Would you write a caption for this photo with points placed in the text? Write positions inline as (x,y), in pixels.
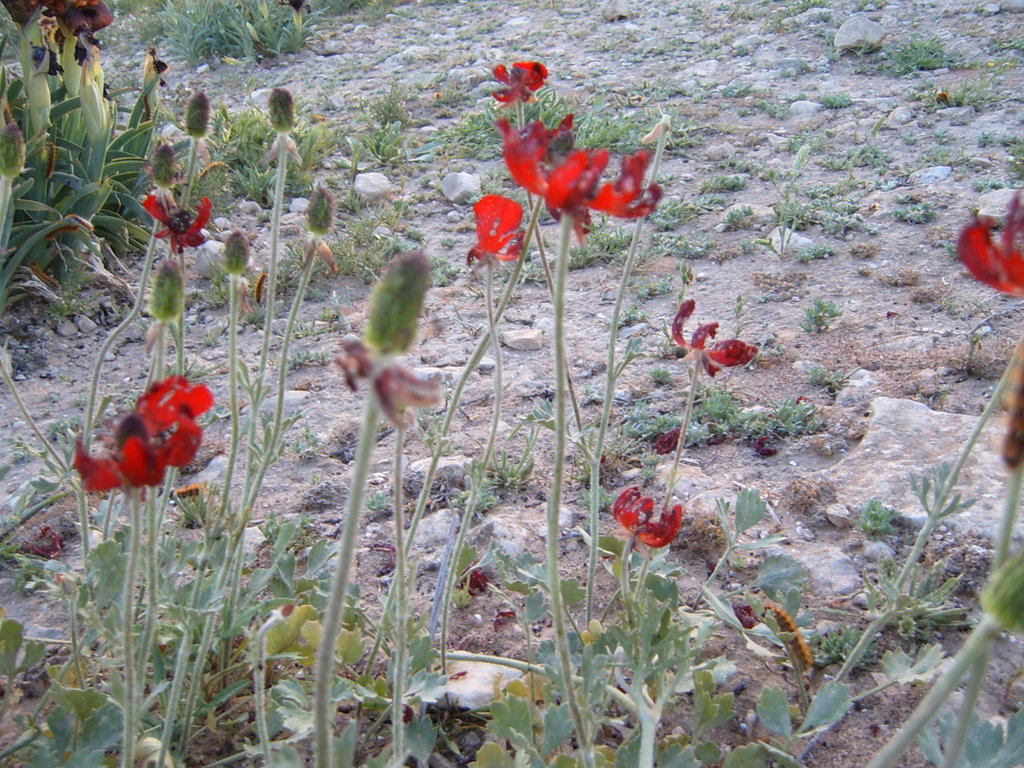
In this picture we can see some flowers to the plant (332,610) and we can see the land (722,212).
